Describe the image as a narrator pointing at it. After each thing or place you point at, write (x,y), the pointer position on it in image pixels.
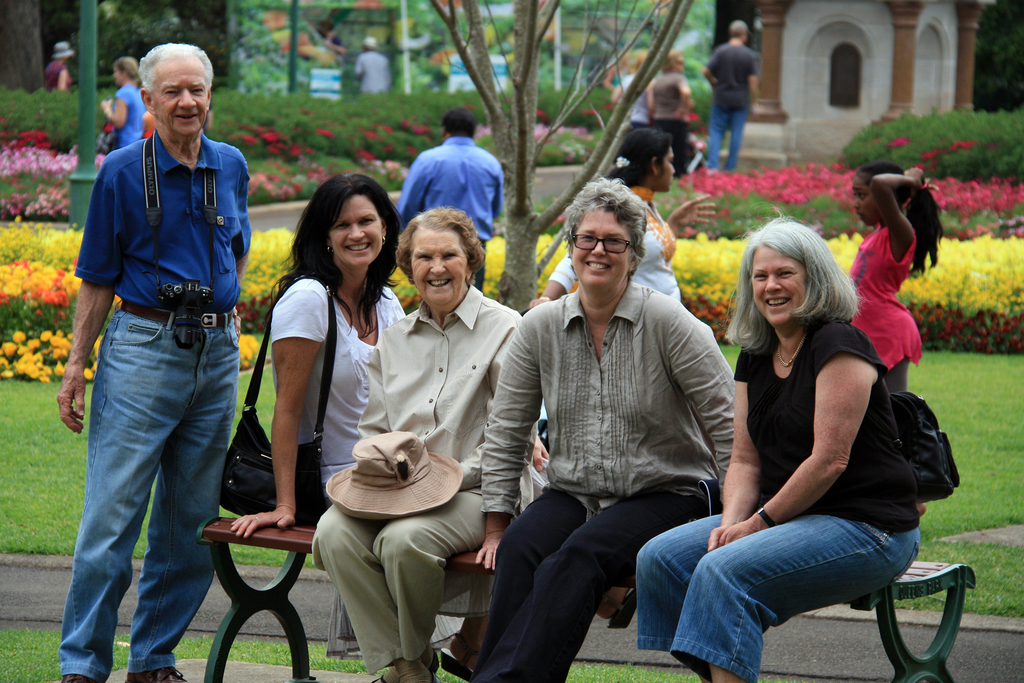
In this picture we can see a few people (297,357) are sitting on the bench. We can see a person (101,237) standing on the left side (174,262). There are some flowers (47,158) and a few people (665,73) are visible in the background (680,81).
